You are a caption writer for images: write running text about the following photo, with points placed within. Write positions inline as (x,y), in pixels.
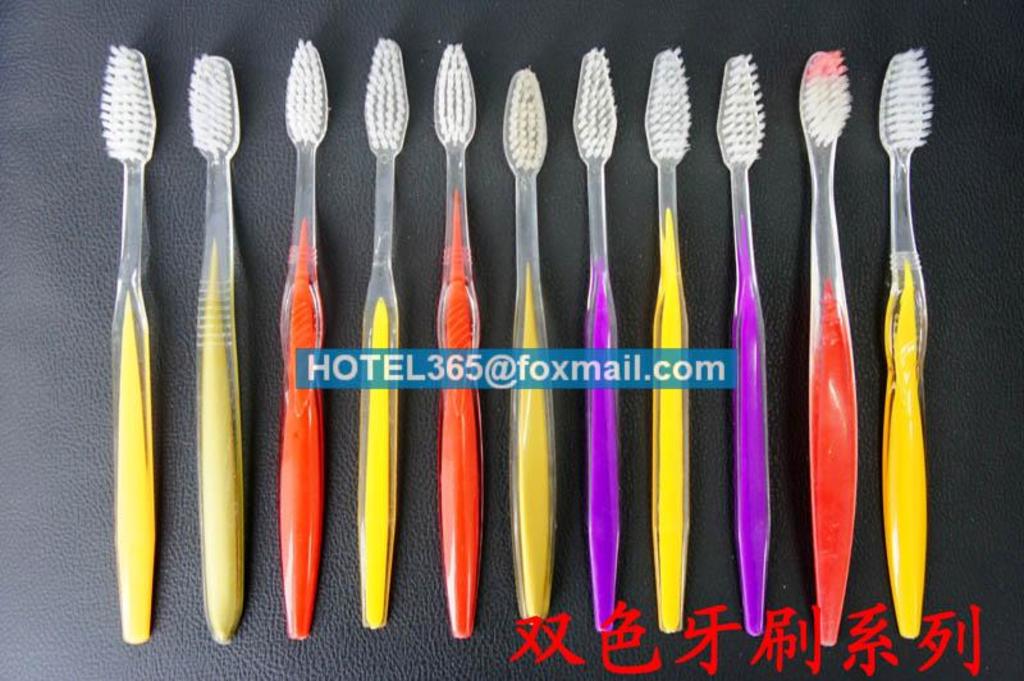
We can see brushes (123,569) on surface (243,385), middle of the image we can see watermark (512,371) and bottom of the image (711,659) we can see text (711,659).
